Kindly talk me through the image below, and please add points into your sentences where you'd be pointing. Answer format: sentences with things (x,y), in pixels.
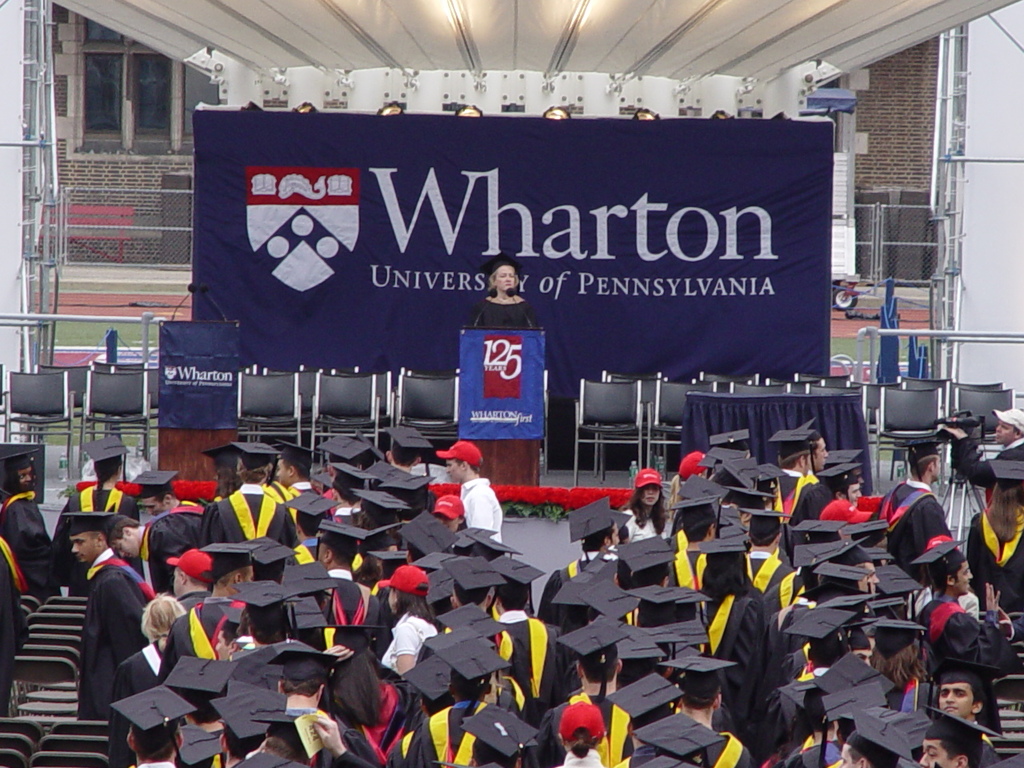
In this picture there are people (660,556) at the bottom side of the image (750,605), they are wearing graduation gowns (750,622) and there is a lady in the center of the image (479,314), in front of a desk (486,350) and there is a mic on the desk (504,367), there are empty chairs (72,370) in the center of the image (423,384) and there is a poster (279,183) behind chairs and there is a building (86,185) in the background area of the image (126,205) and there are towers (939,82) on the right (963,343) and left side of the image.
